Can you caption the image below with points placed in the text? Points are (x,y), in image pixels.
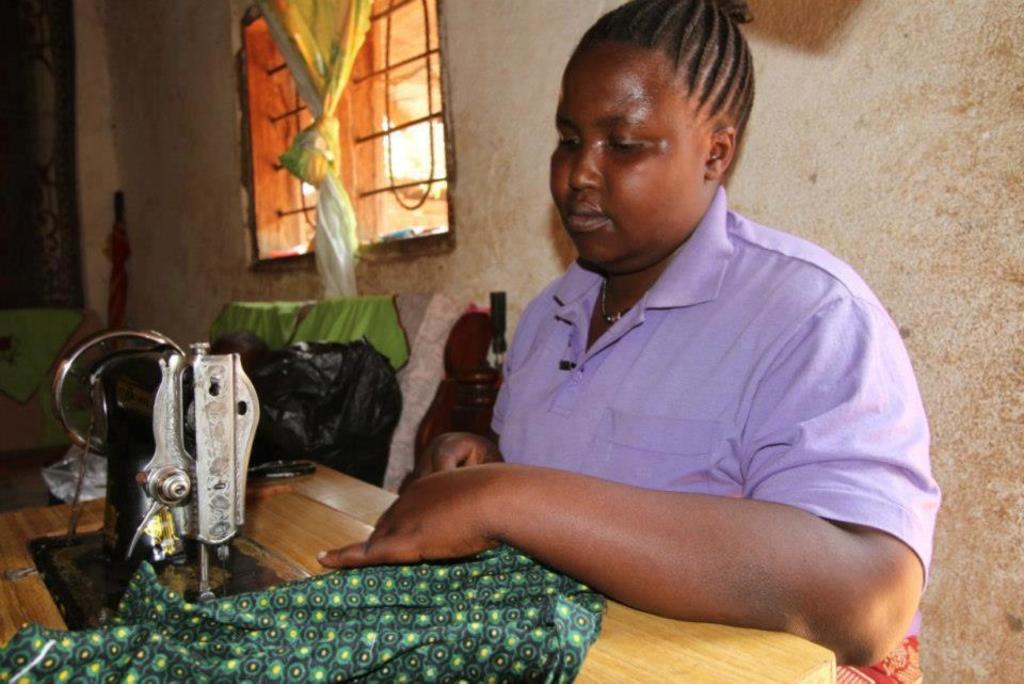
On the background (866,155) we can see a wall (501,118), window (382,129) and a curtain (345,214). Here we can see one woman (681,474) in front of a sewing machine (237,542). We can see a piece of cloth (472,611) in her hand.
